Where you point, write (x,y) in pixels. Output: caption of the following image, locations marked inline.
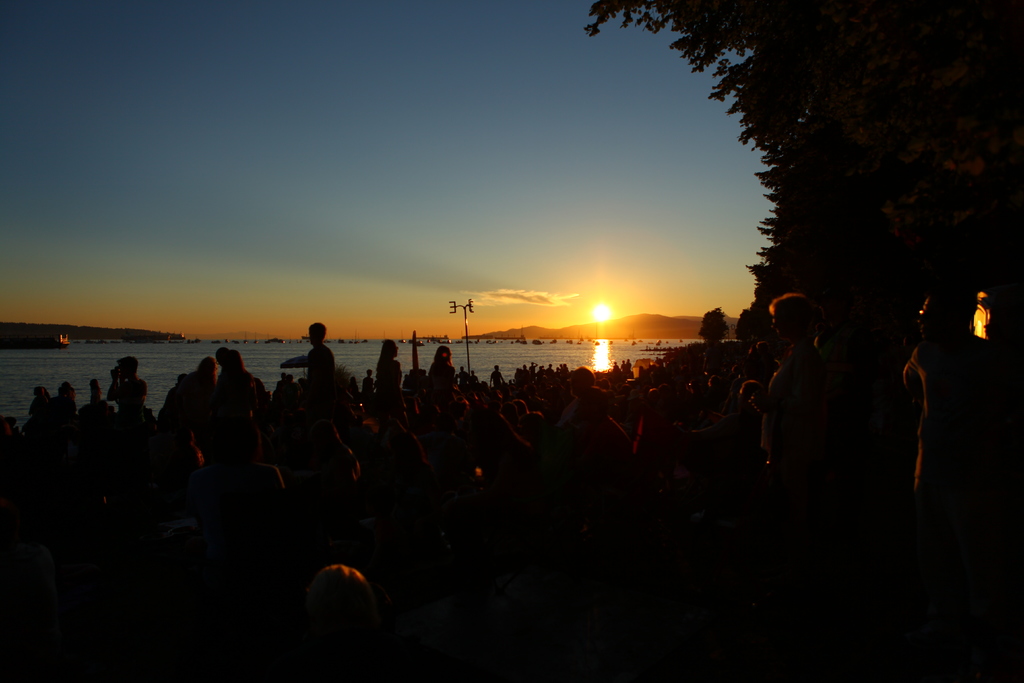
At the bottom of the image (735,572) it is dark. Here we can see group of people (658,473), water (432,351), pole (464,308), trees (807,271), and sun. In the background (422,174) there is sky (500,155).
